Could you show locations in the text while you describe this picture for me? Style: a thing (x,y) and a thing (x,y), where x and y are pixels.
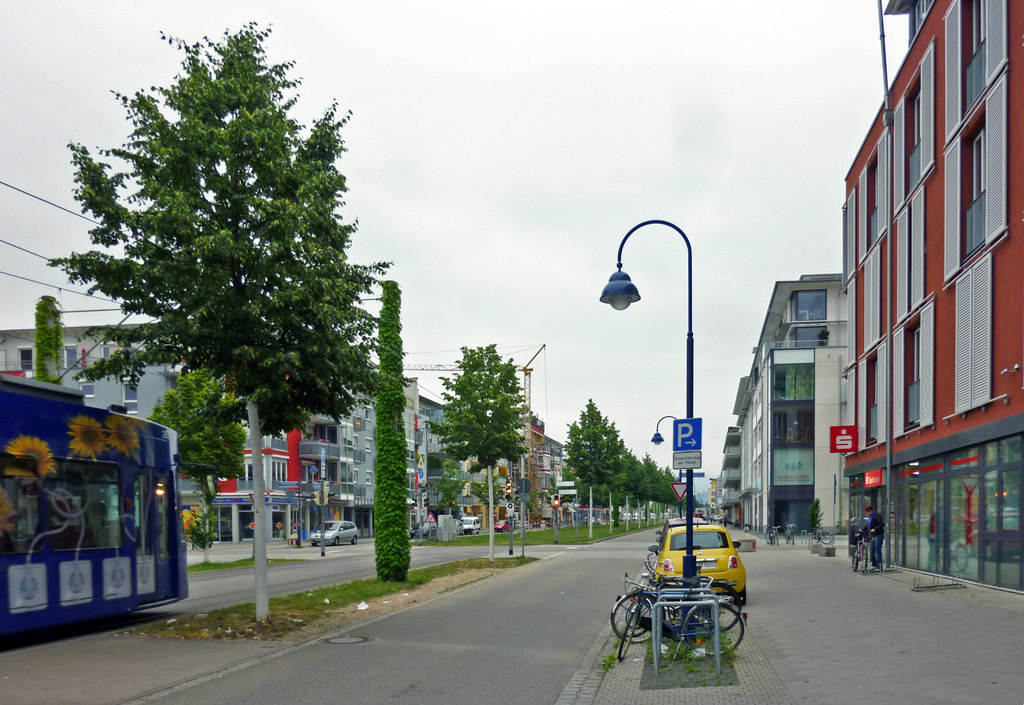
In this image we can see there are buildings (994,436) and there are vehicles (707,623) on the road (608,613). We can see there are trees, grass (676,652), street light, rods (320,498), crane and the sky (605,131).
